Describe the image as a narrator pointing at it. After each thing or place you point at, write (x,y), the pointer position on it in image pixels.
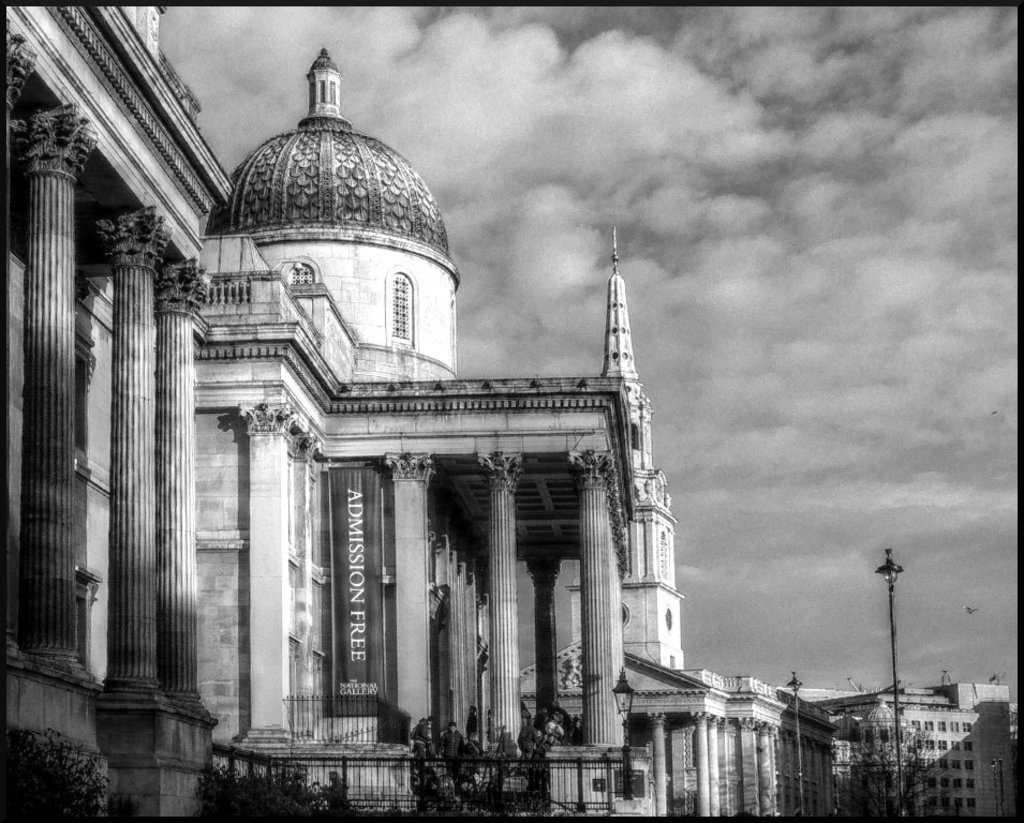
In this black and white picture there are few buildings (480,670). Before it there are few street lights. Left bottom there are few plants (31,770). Behind there is a fence (370,768). Right bottom there is a tree (855,795). Top of the image (704,215) there is sky (704,331) with some clouds (751,292).
